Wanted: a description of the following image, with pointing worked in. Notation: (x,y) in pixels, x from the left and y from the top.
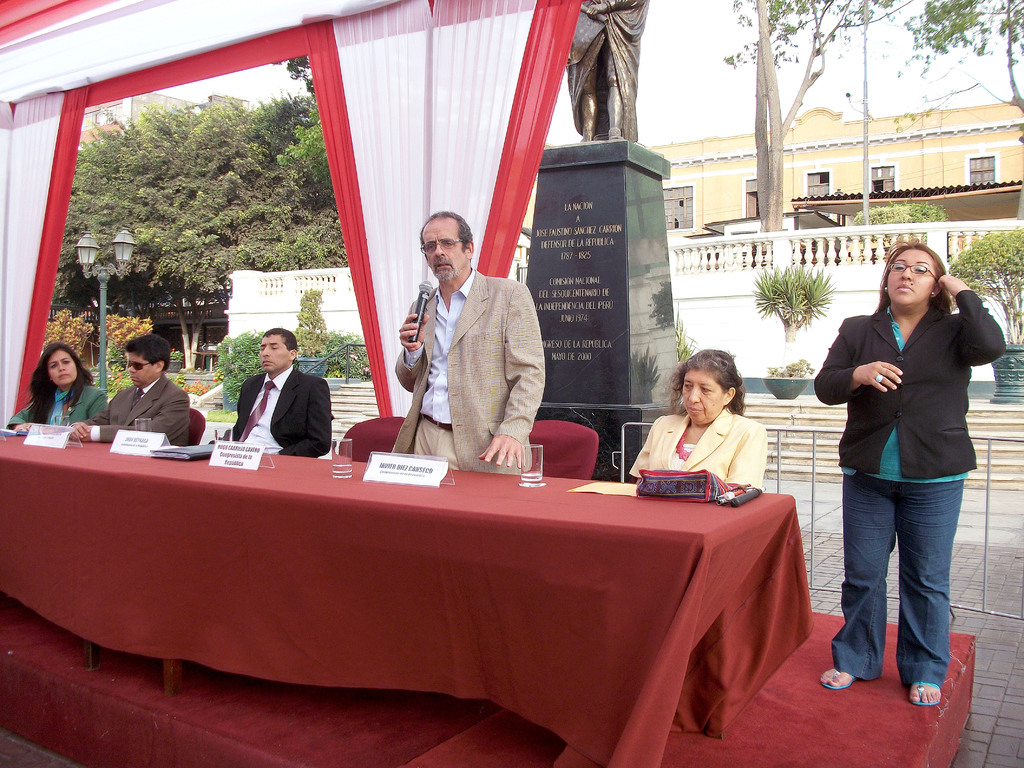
There are six members (889,421) here. Four of them (669,450) are sitting and two of them (448,387) are standing. One of the guy (514,331) is speaking with microphone (421,285) in his hand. He is wearing a coat (469,381), shirt (441,363) and a pant (431,440). There is a table (216,447) in front of them with a red cloth (250,564) covered on it. Every guy (399,448) has a name plate (393,461) in front of them and glass (336,471). Behind them there is curtain (394,131). In the background (584,82) there is a statue (573,85) and number of trees (216,192), buildings (722,188). And above the building (804,190) there is sky (694,84).
